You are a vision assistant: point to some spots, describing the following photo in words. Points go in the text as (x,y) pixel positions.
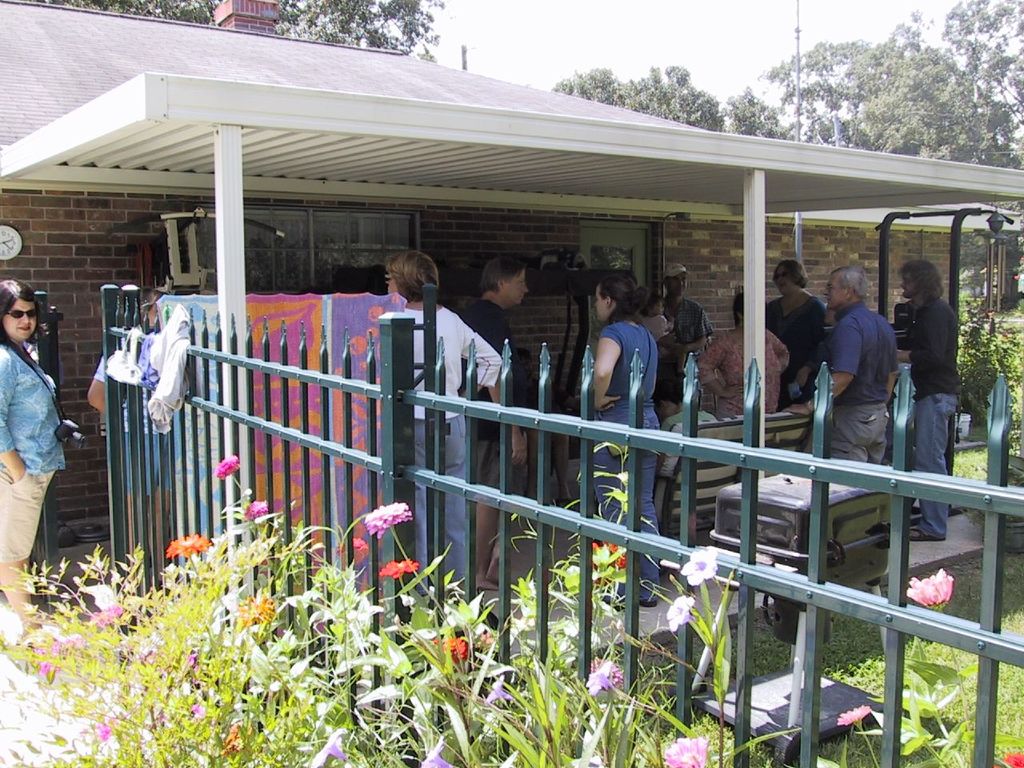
In this image we can see people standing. There is a grille (485,489). At the bottom (171,681) there are plants (250,671) and we can see flowers (496,688). In the background (341,190) there is a shed (341,190) and we can see trees (841,60), poles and sky (582,6).
